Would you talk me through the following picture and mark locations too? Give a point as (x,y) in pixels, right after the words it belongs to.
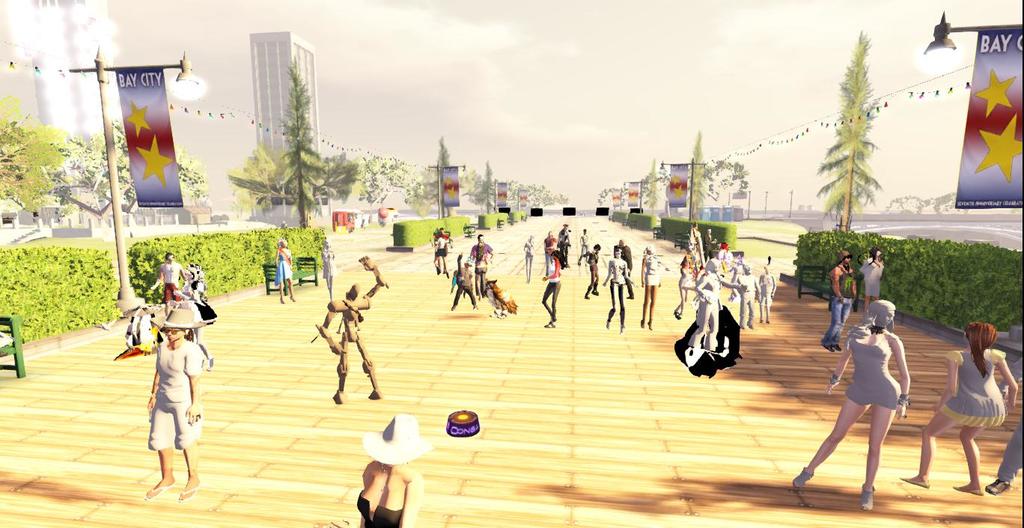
This is animated picture we can see people (169,304), benches (267,272), lights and banners (978,185) on poles (117,174) and we can see plants (70,280). In the background (433,190) we can see building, trees (270,191) and sky (617,95).
